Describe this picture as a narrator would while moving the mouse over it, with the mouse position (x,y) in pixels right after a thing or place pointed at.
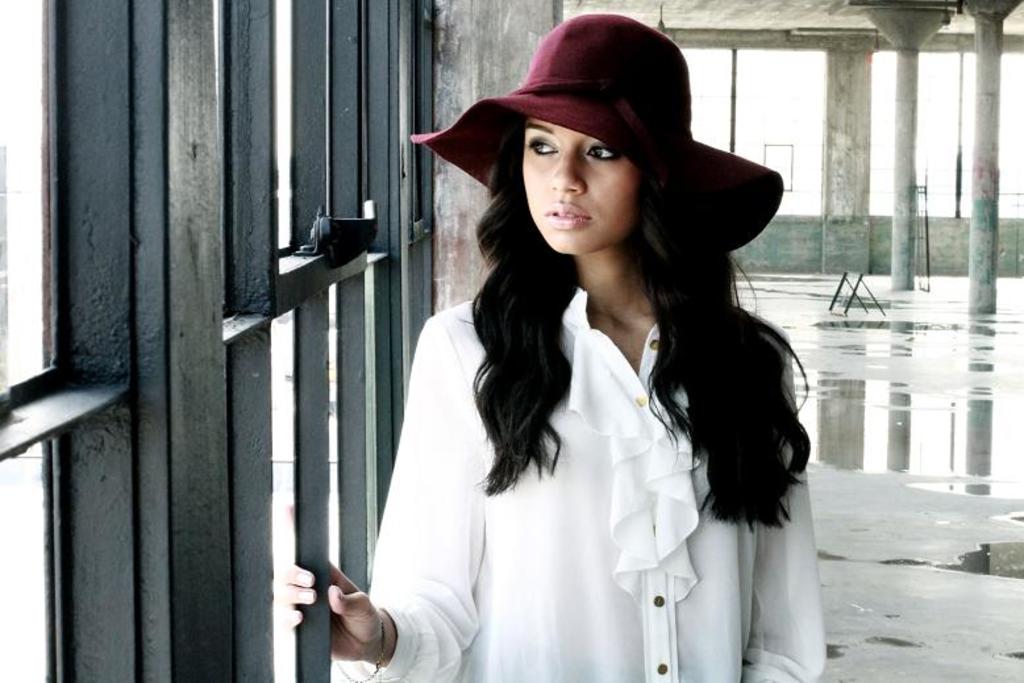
In the center of the image (533,229) we can see a lady (654,286) is standing and wearing white dress (650,523), hat (748,205) and holding a rod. On the left side of the image (199,133) we can see the windows (215,389), glass (22,247), rods (209,312). In the background of the image (496,22) we can see the wall (882,243), glass windows (786,114), pillars (831,260), stand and water (882,432) on the floor (896,448). At the top of the image (683,13) we can see the roof (965,26).
